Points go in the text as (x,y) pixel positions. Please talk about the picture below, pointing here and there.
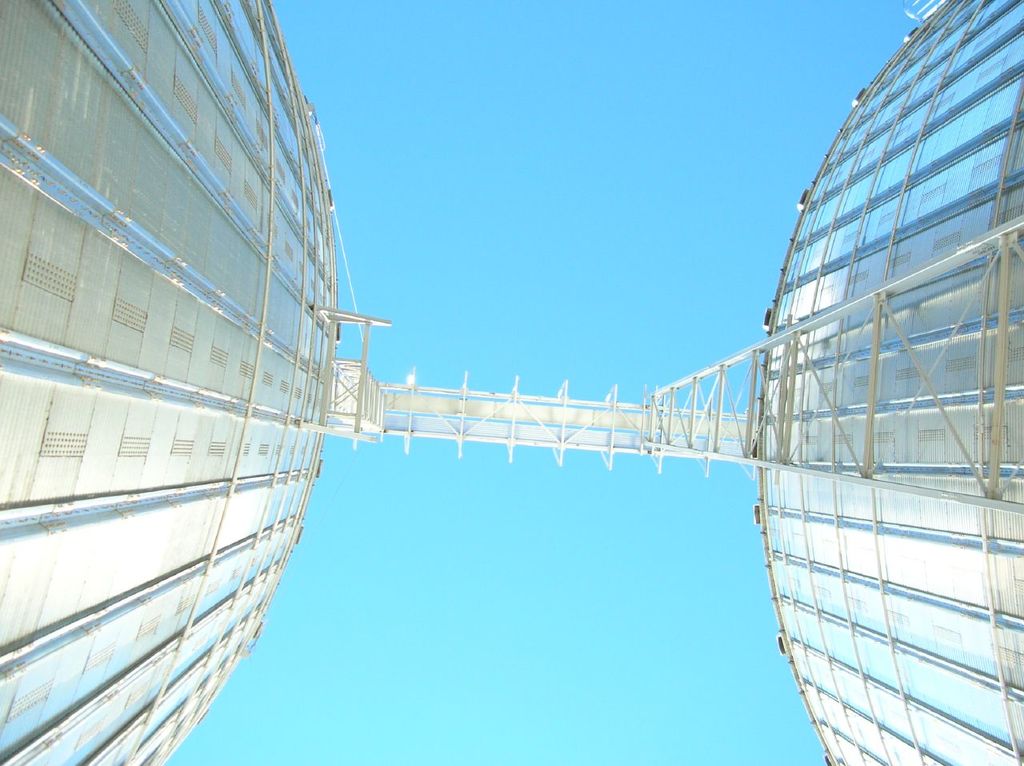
In this picture we can see there are some metal towers (53,246) and in between the towers (823,470) there is a bridge (636,441). Behind the towers (249,355) there is a sky (422,706).
